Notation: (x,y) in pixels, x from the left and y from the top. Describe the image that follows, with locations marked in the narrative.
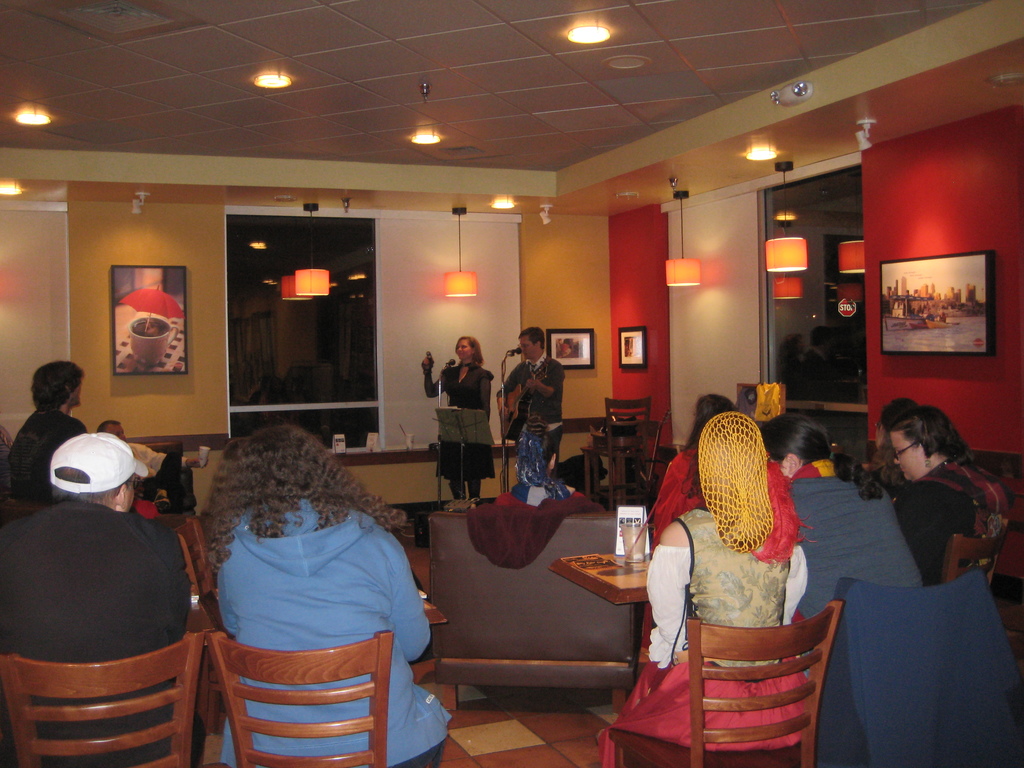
This is inside the room (835,415). There are many people (274,484). One person (549,386) is playing guitar (525,399). There is a mic (512,354) in front of him. another lady (466,393) she is along with him. There is a stand (467,424) in front of them. there are wall painting (166,357). There are many lights (769,252) hanged on the ceiling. There are chairs (561,580) tables (610,580). The wall (663,300) in right side (683,320) is red and white in color and in the background (102,244) it is white and yellow in color.
